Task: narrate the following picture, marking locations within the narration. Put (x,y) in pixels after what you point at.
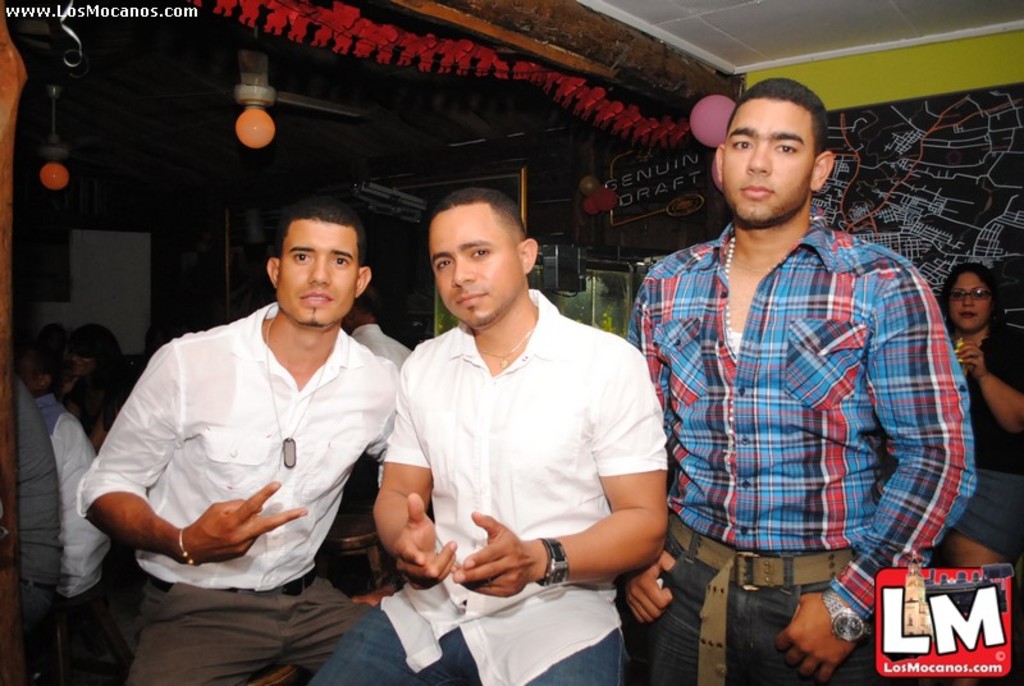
In this picture we can see three persons (520,232), two persons (388,436) are sitting wore white color shirt (338,458) and other person (641,334) is standing wore some colorful shirt (831,460), watch (833,623), belt (772,563). In background (111,413) we can see some group of people (75,355) sitting over here and bulbs (251,119), some decorative parts (453,47) and a board (984,182) and woman (999,308) sitting and eating something wore spectacles (979,290).
